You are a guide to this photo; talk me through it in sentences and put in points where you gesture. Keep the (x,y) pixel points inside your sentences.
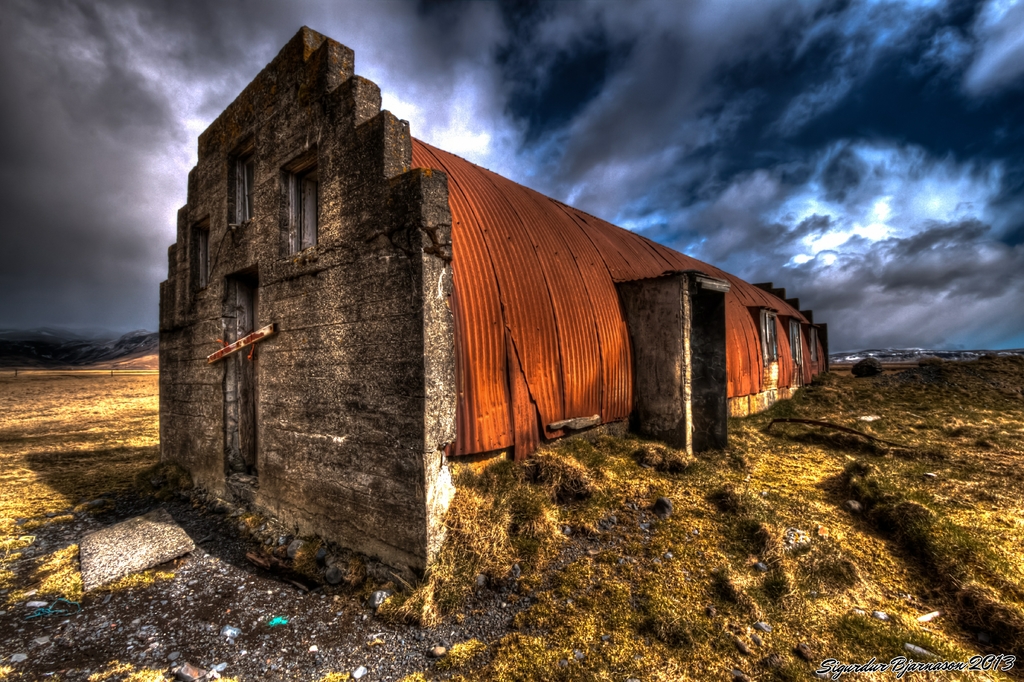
In this image I can see the building (402,402) which is in brown and grey color. And I can see the windows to it. It is on the ground (390,581). In the back (480,162) I can see many clouds (700,195) and the sky (803,219).
